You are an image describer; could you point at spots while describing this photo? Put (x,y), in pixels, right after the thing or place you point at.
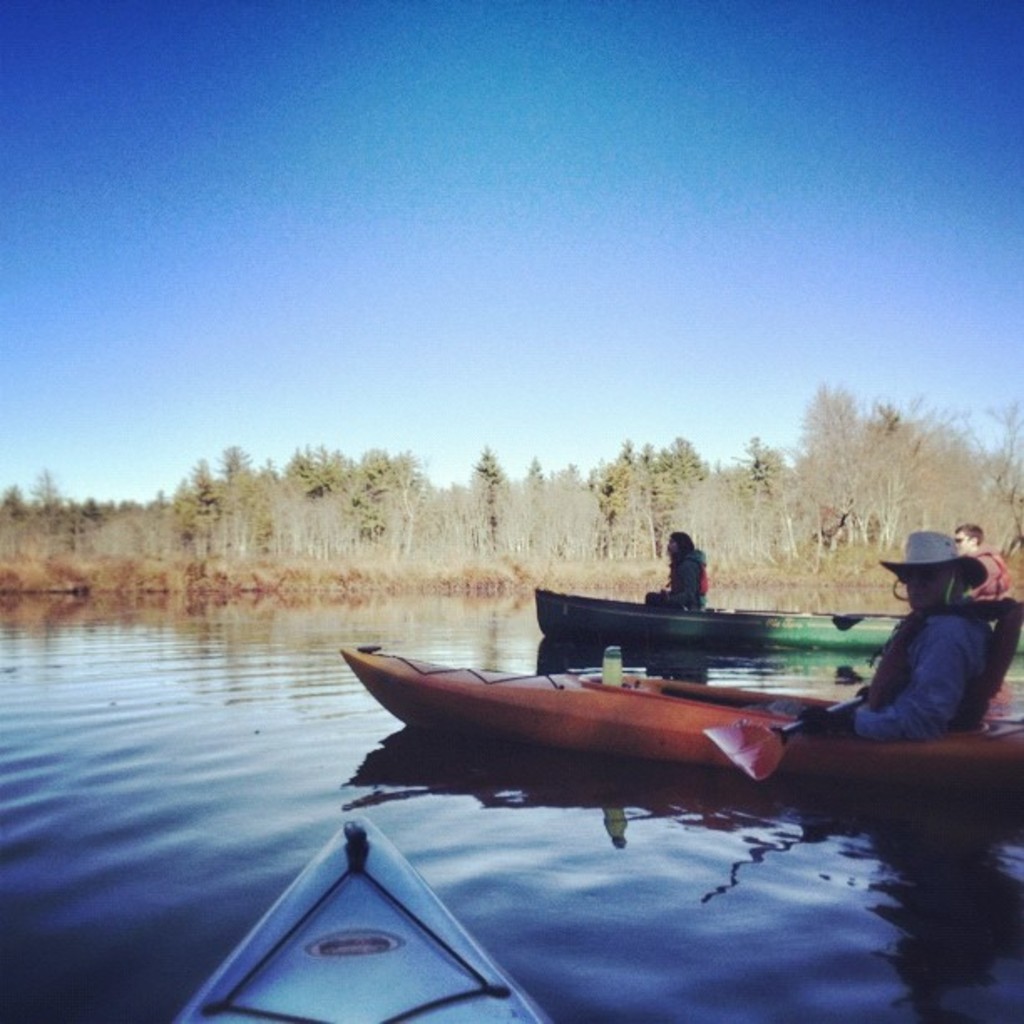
In this image I can see few people (953,642) are sitting in the boats (363,652). I can see few trees (538,515), sky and few boats (536,709) on the water surface (183,980).
